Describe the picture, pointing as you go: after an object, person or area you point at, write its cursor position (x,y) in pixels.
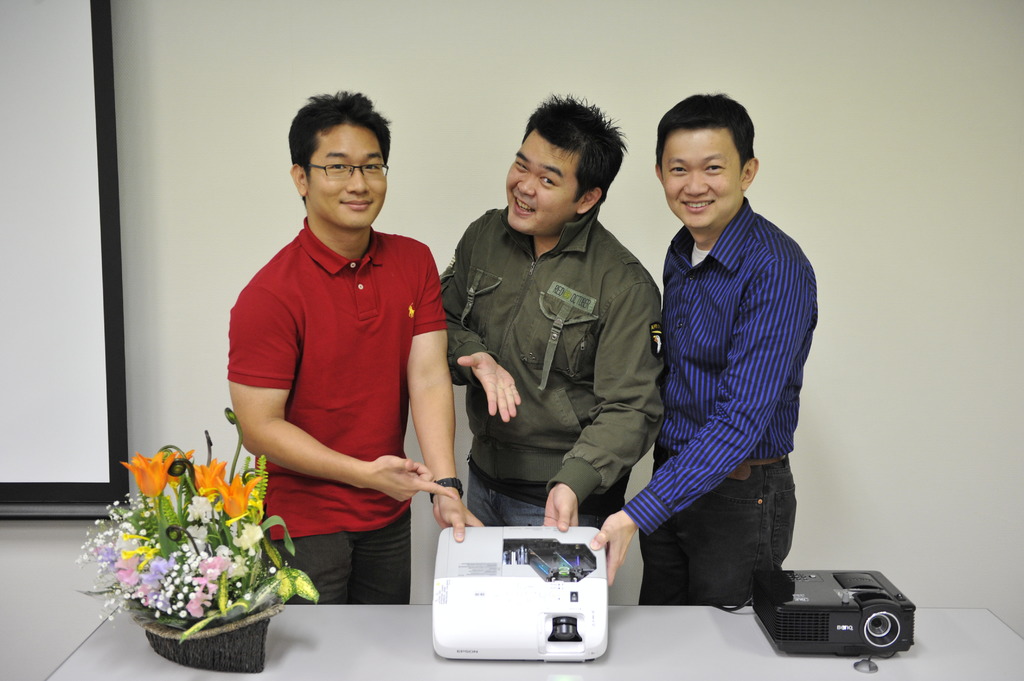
In this picture we can see a projector (765,608) and some flowers (137,570) in a boat shaped object (223,634) on the table (311,644). We can see three men (517,370) holding a device (481,598) in their hands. There is a projector screen (77,398) on the left side (9,410). We can see a wall (197,107) in the background (197,107).
